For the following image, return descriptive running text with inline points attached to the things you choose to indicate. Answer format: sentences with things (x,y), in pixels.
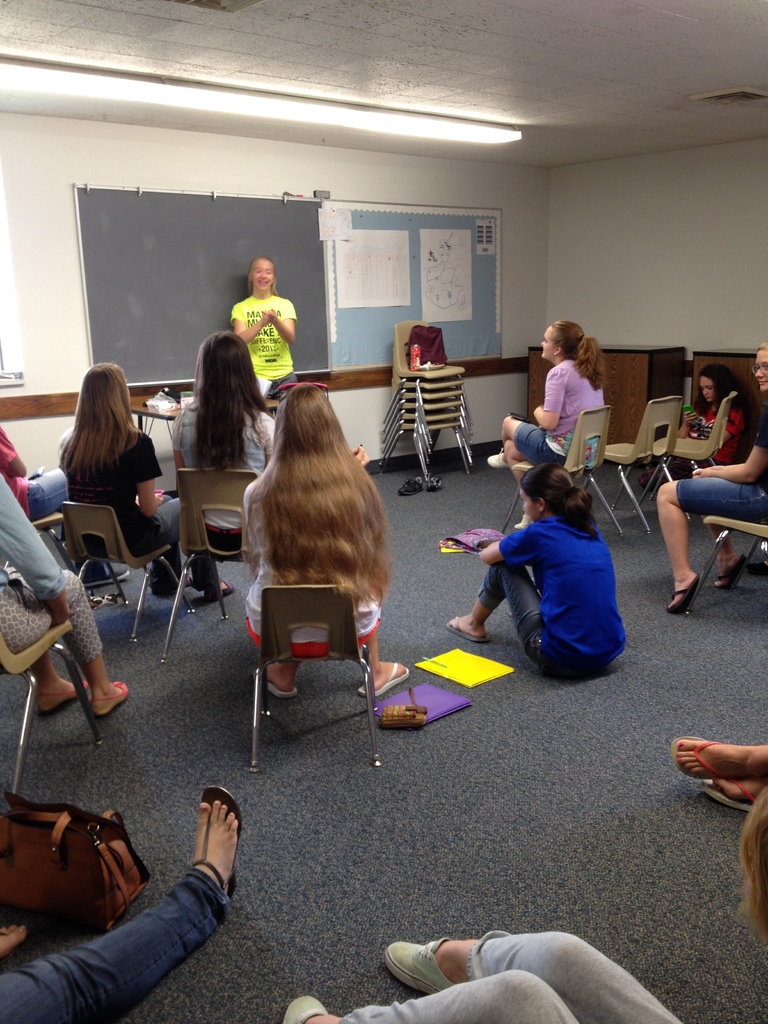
In this image I can see number of people (227,347) are sitting on chairs (766,552). Here I can see a girl (256,268) is standing near blackboard (141,288).
